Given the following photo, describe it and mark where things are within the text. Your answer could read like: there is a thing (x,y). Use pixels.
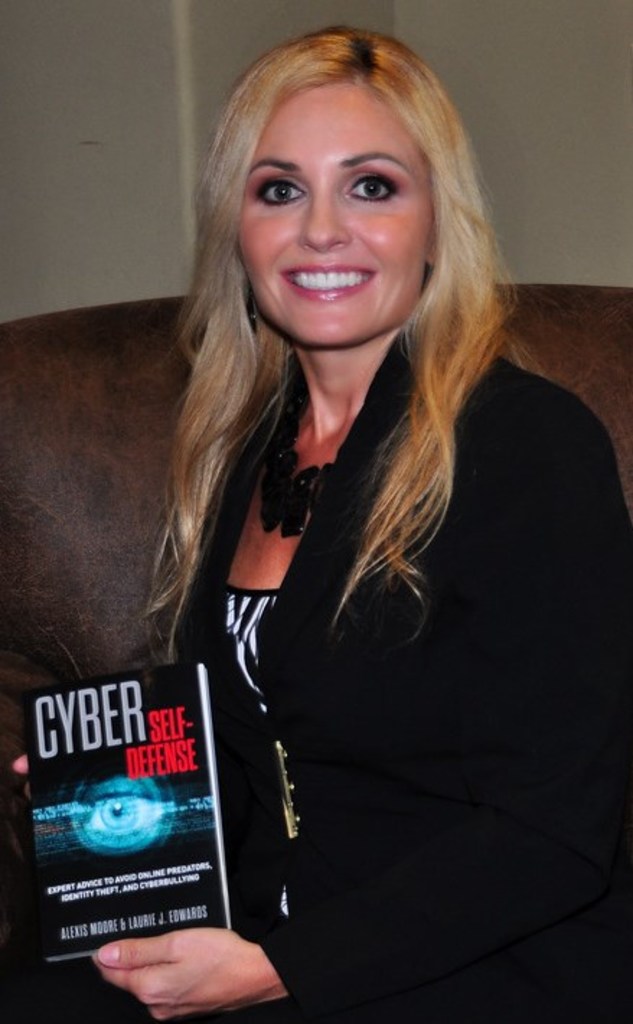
In this picture we can see a woman (347,359), she is smiling and she is holding a book (136,883).
